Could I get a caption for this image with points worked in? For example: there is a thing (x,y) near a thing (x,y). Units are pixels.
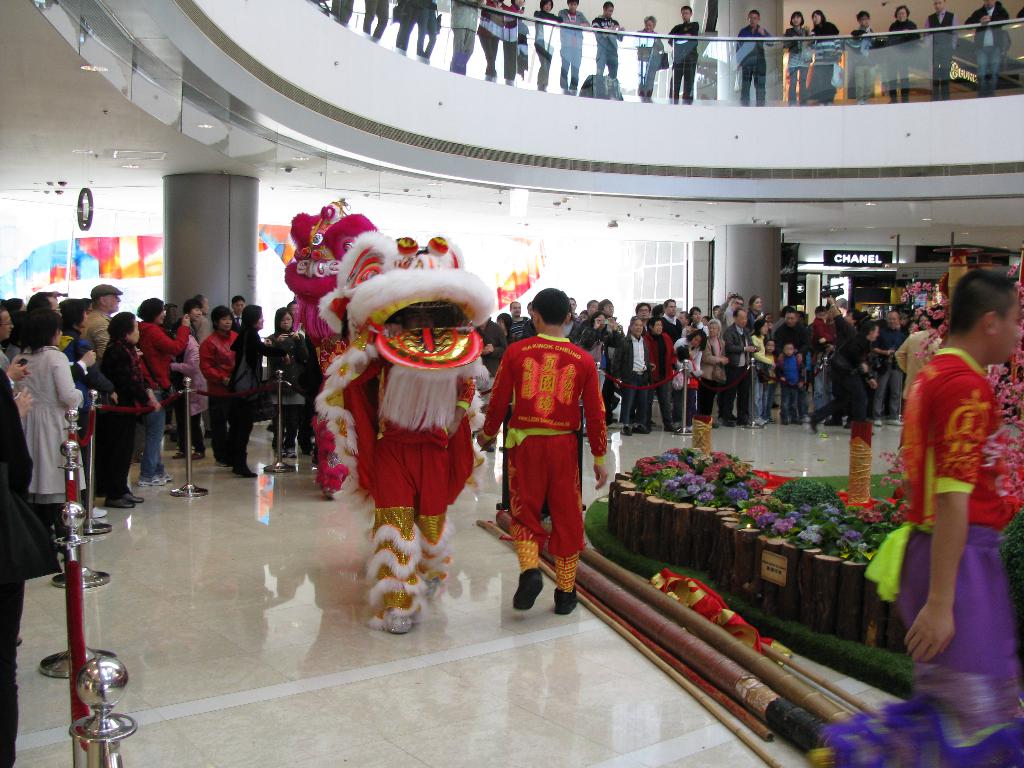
In this image we can see a crowd (559,547) standing on the floor (107,599). On the right side of the image (761,551) we can see a decor (773,491).
